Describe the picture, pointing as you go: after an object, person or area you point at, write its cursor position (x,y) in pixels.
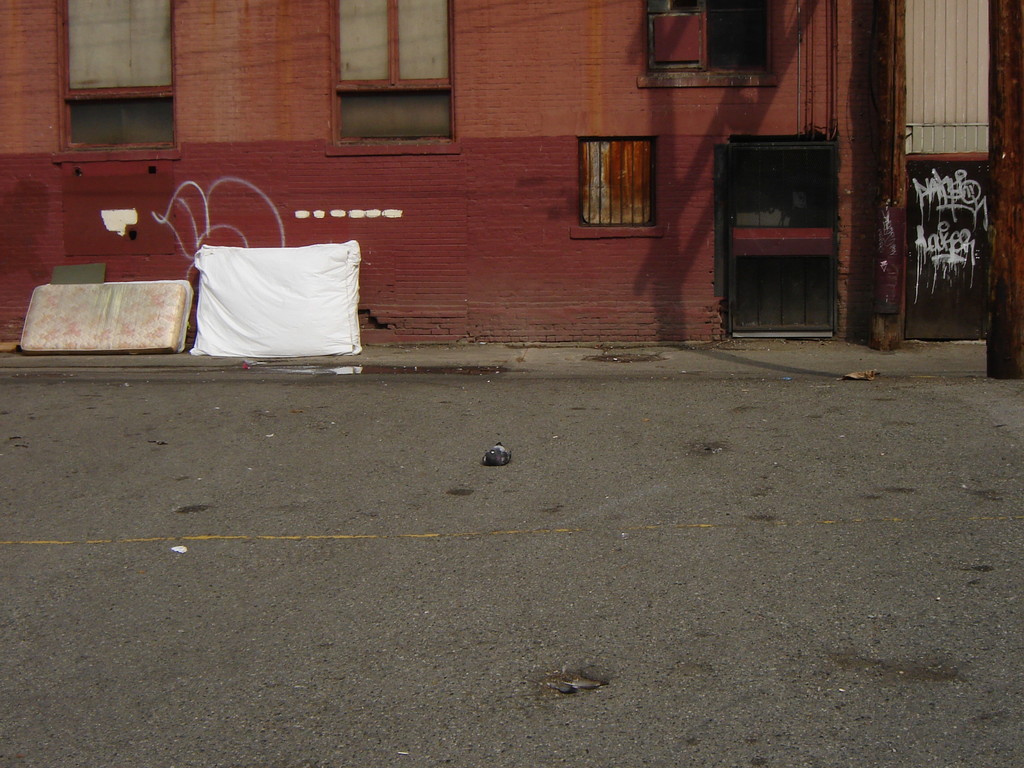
In this image I can see a red and brown color building (553,102) and windows (626,154). We can see black color gate (804,187). I can see white and cream color objects (252,319) on the road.
